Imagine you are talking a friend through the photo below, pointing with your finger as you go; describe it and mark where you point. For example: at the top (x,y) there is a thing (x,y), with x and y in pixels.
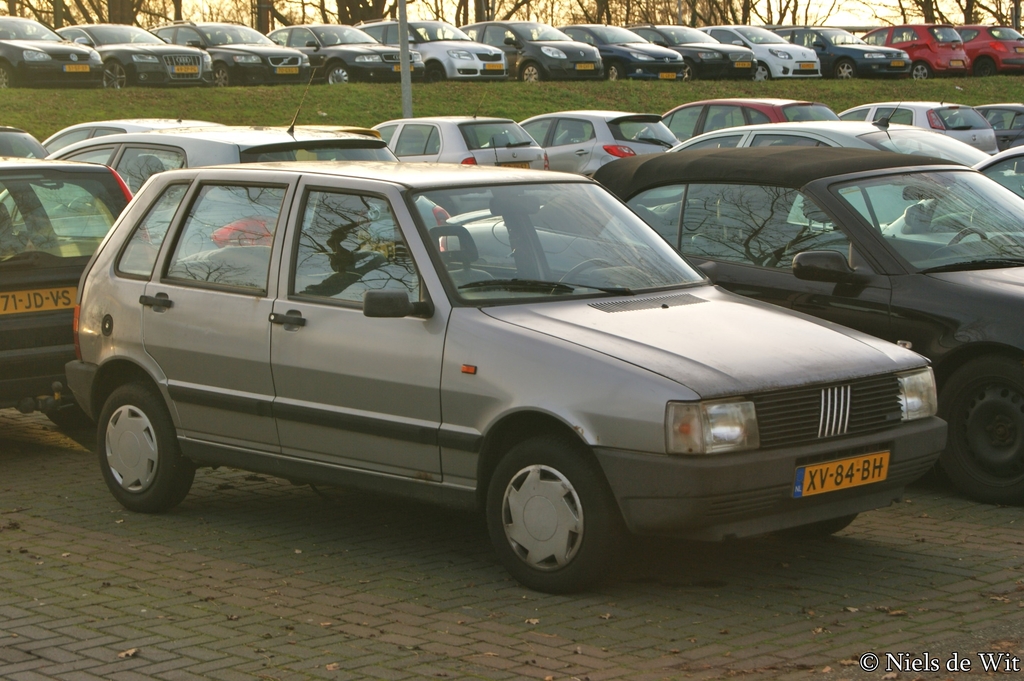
In this image we can see motor vehicles (309,310) parked in rows. In the background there are trees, sky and dried leaves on the floor (678,569).
